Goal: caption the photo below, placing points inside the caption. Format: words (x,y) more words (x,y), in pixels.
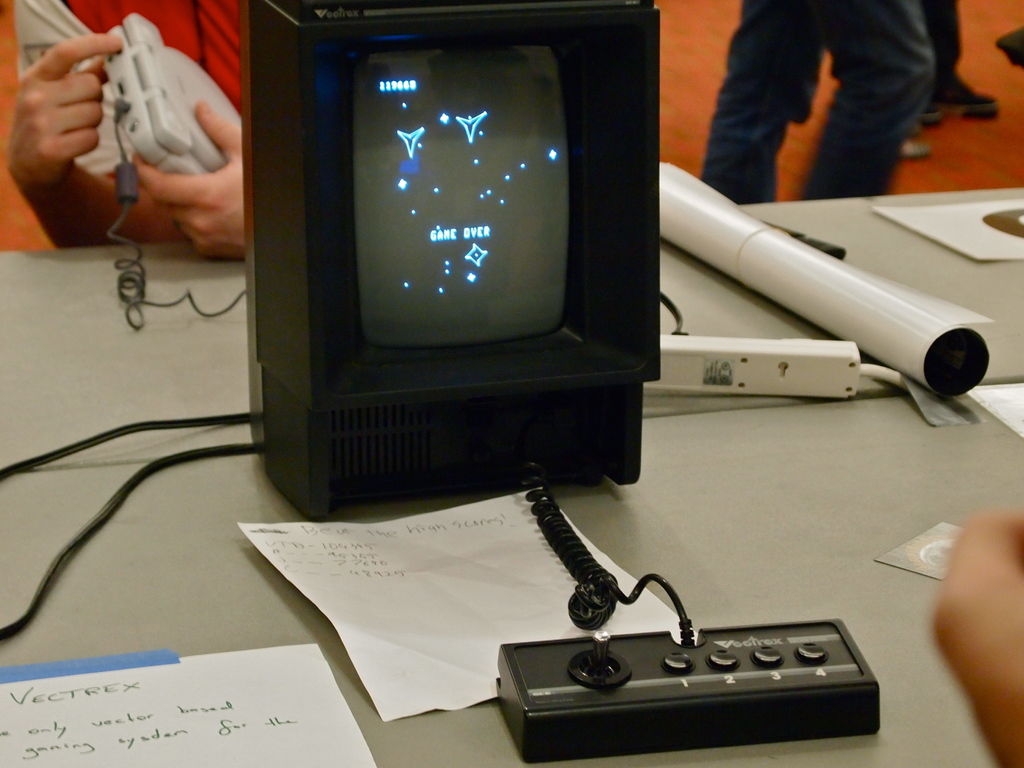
In this image there is a table (203,434), on that table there are electrical devices (566,529), behind the table (73,297) there are people (832,153) standing and a person (215,24) is holding an electrical device (197,166) in hand (170,181).
